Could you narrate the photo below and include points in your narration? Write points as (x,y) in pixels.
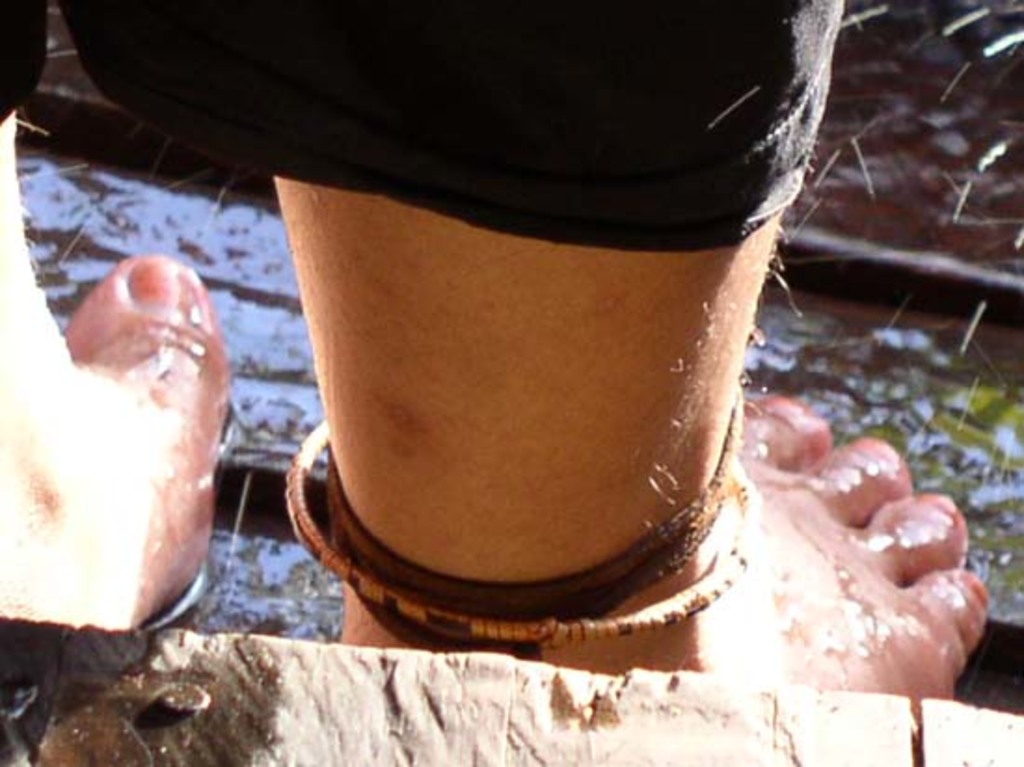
In this image we can see legs (423,453) of a person (494,423) and there is water (911,423).
